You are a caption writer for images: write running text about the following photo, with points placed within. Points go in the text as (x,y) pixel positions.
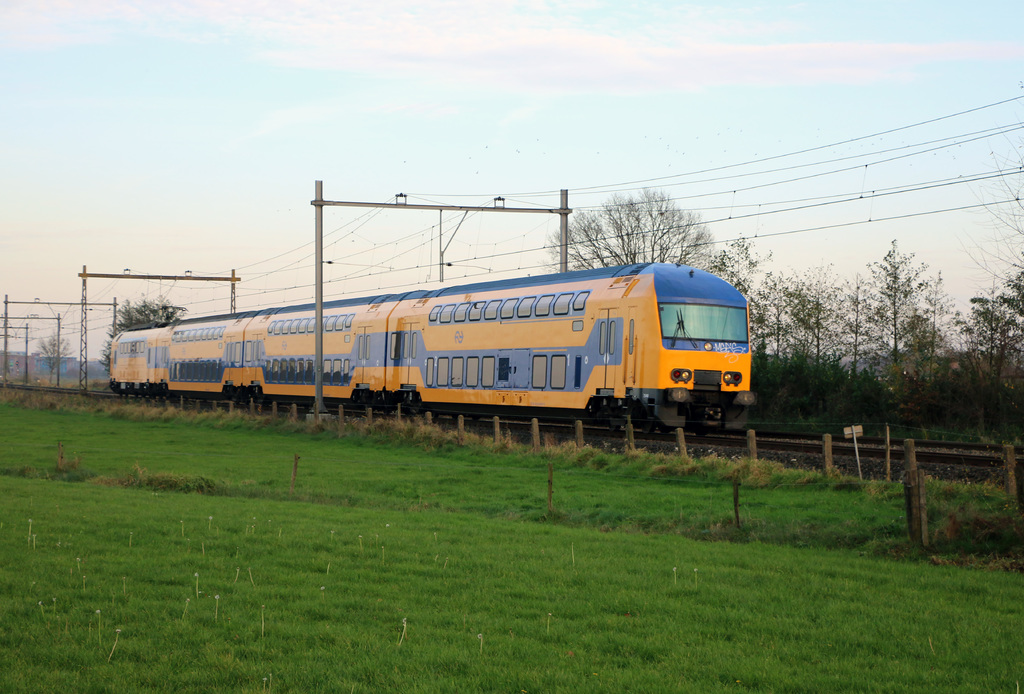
In this image we can see a locomotive (531,410) on the track (804,442), stones (671,446), barrier poles (343,413), grass (611,512), trees (885,375), electric poles (127,269), electric cables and sky (650,123) with clouds (57,6) in the background (586,156).
